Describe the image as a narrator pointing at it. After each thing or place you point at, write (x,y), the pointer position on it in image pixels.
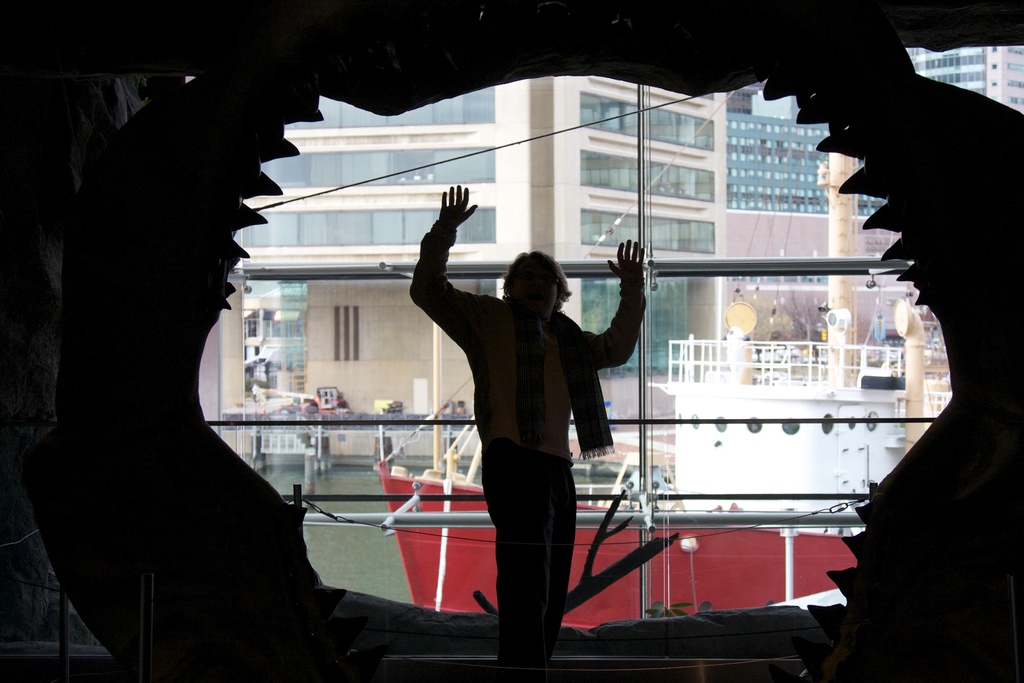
This image consists of a man (516,556). In the background (671,502), there is a ship (761,453) on the water (359,468). And there are buildings (361,323).
